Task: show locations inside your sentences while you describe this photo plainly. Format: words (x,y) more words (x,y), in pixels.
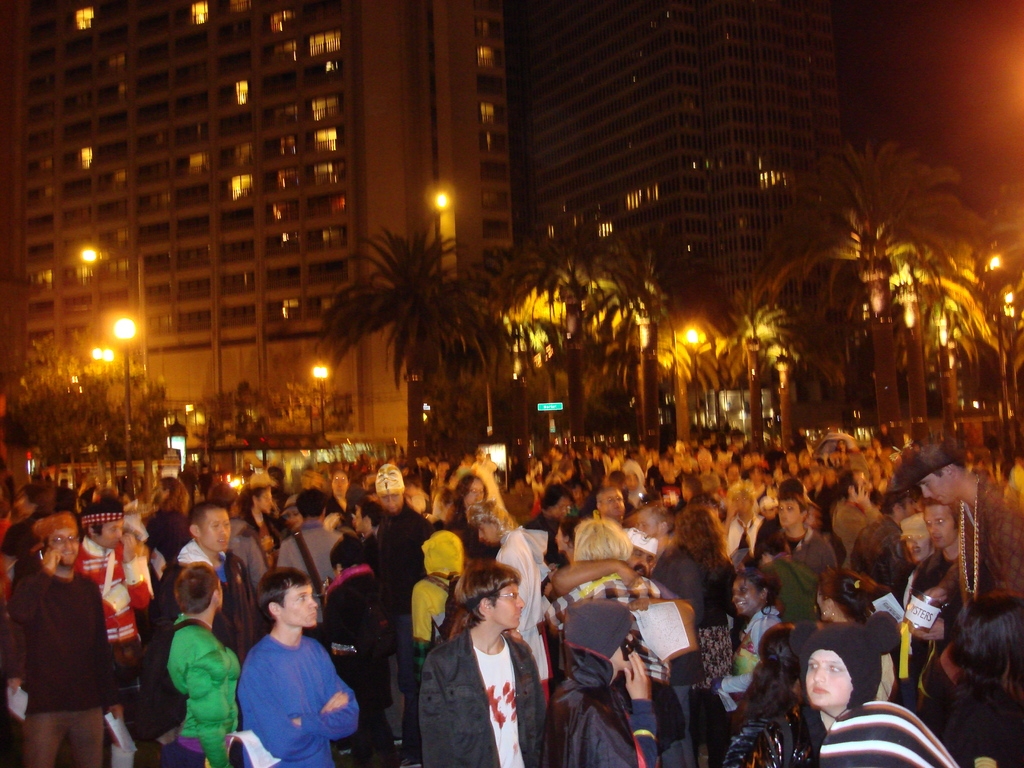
In the picture we can see as many people (632,645) are standing and in the background (261,323), we can see a tree (795,319), street lights (127,359) and buildings (428,140) and lights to it.
